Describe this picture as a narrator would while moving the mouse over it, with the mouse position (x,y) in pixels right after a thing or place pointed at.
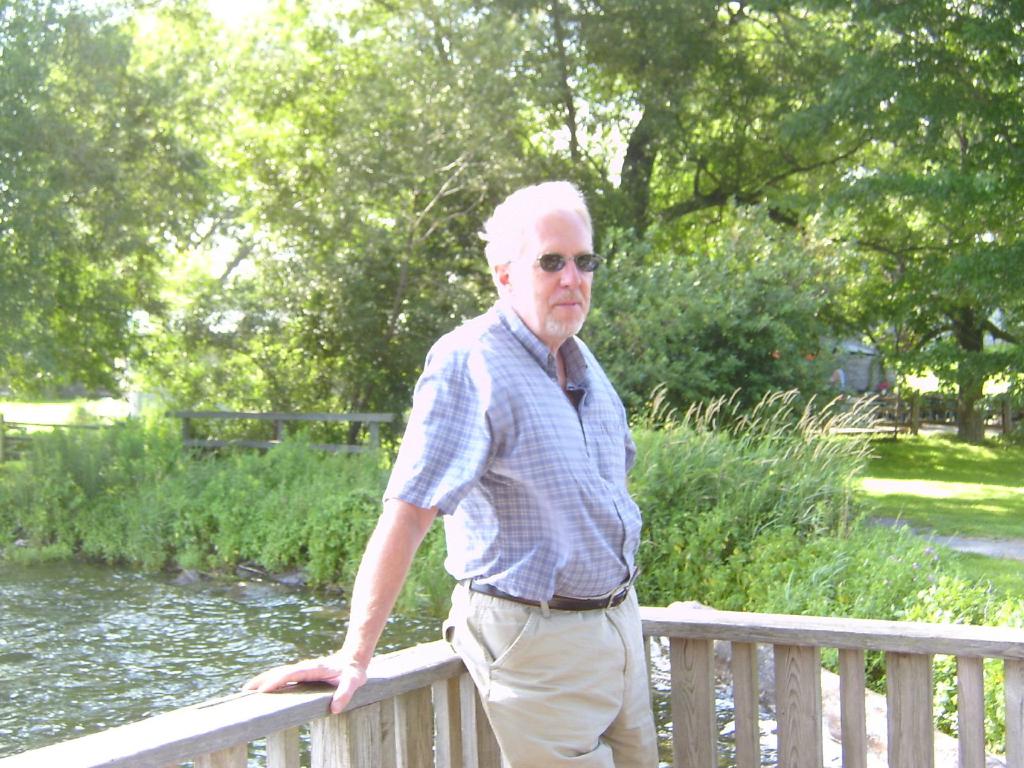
In the picture there is a man (633,632) standing near a wooden fence (660,614), behind the man (390,554) there is water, there are plants (713,414) and there are trees (671,94) present.
